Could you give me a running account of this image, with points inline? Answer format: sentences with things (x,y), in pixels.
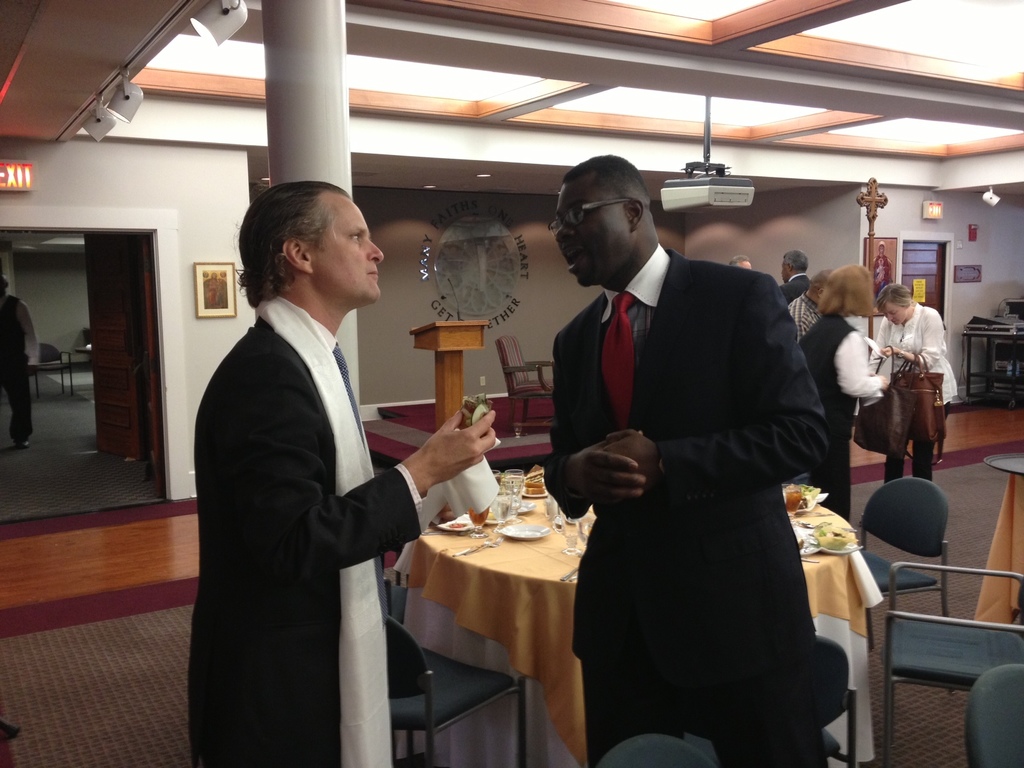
On the background (415,298) we can see frames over a wall (756,212), door (124,332) and persons (18,336) walking, standing and talking. This is a podium (459,341), platform (433,408). Here we can see two men (646,315) standing and talking to each other. On the table (520,552) we can see spoons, plates (540,527), glasses (515,472), forks (493,541), plate of food (843,531). This is a floor (132,687).
